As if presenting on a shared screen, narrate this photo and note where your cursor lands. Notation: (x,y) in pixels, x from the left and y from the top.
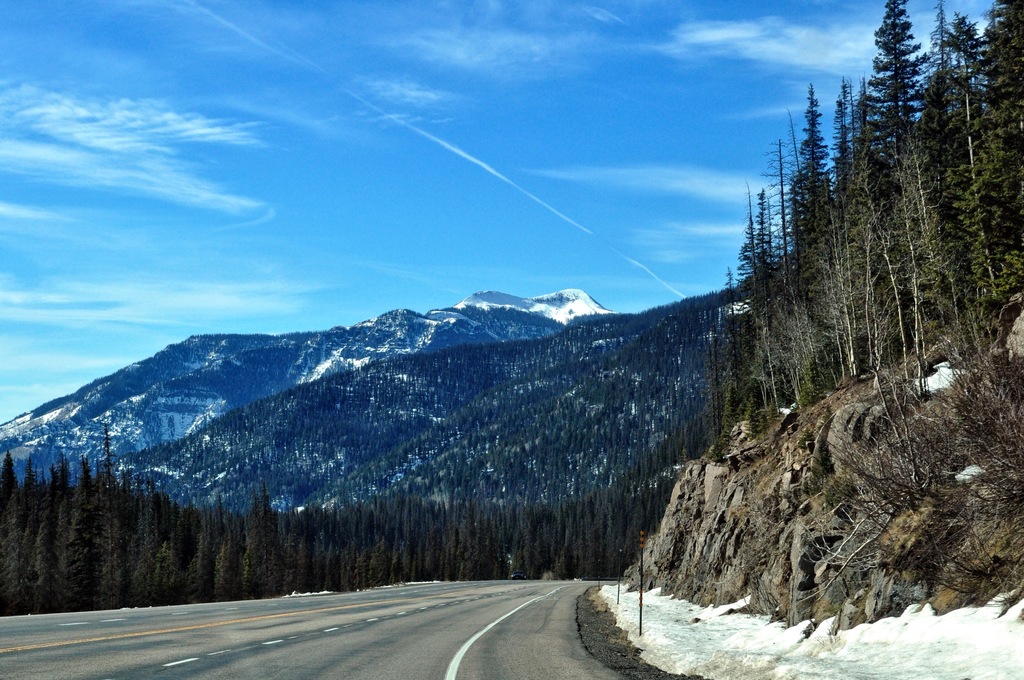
This is the picture of a mountain (834,381). At the back (121,398) there are mountains (331,385) and there are trees (403,549). At the top (538,214) there is sky (538,214) and there are clouds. At the bottom (365,608) there is a road (402,625) and there is snow (780,629).
